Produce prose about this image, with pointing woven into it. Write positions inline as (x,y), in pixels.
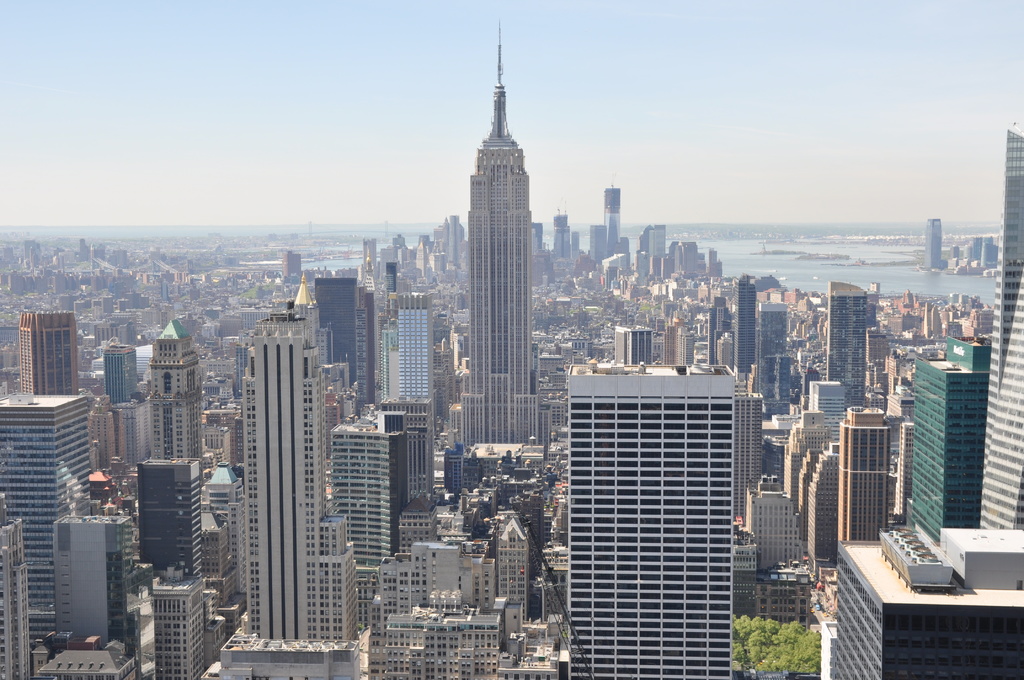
This image is an aerial view. In this image there are buildings (351,426) and trees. In the background (798,277) there is water (803,262) and we can see hills (794,230). At the top (527,122) there is sky (527,122).
